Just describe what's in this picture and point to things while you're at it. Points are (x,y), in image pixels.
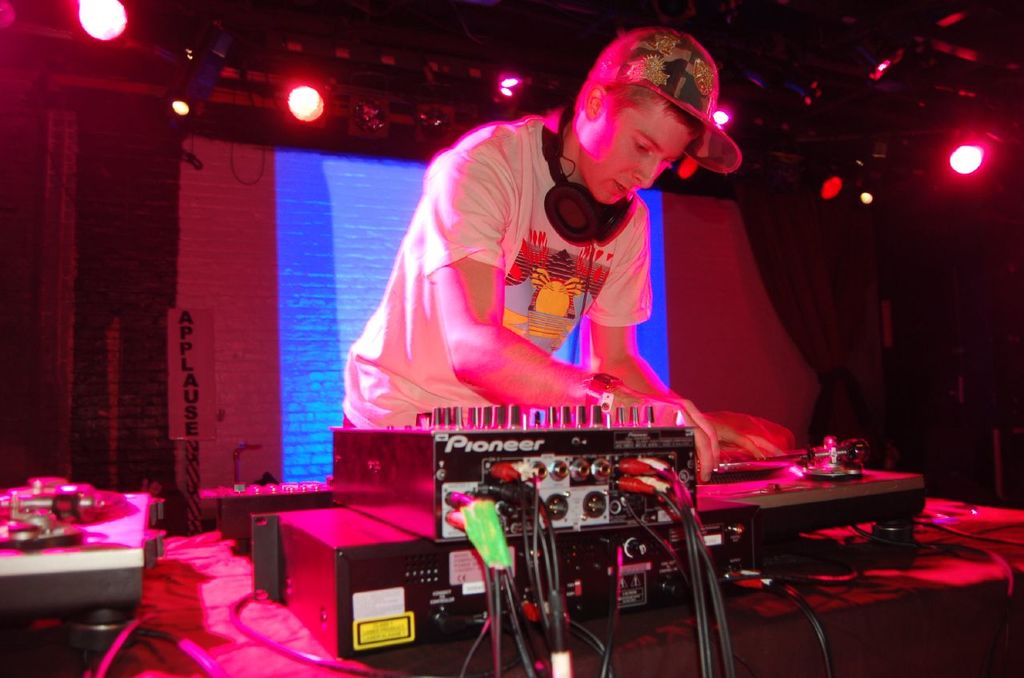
In this picture we can see a man (422,331) wore a cap (622,60) and standing, headset (573,201), devices (634,430), lights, curtains (798,198), screen (358,221) and in the background (456,91) it is dark.
